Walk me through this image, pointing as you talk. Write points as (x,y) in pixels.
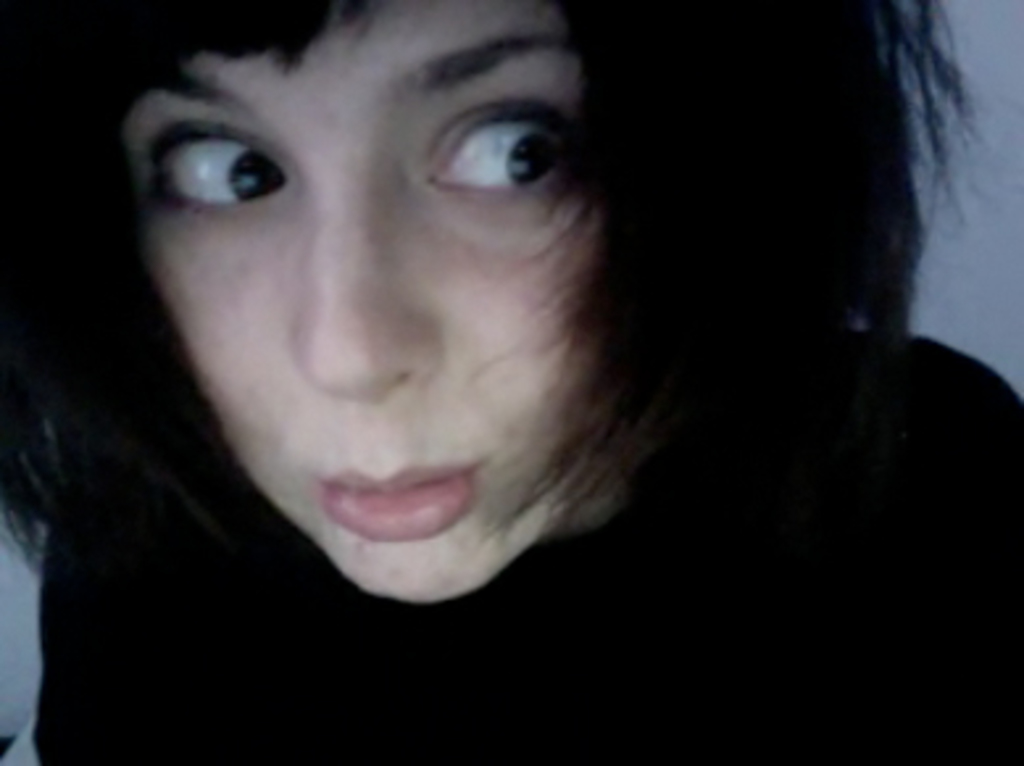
In this picture there is a person (285,578) in black dress (663,514).
